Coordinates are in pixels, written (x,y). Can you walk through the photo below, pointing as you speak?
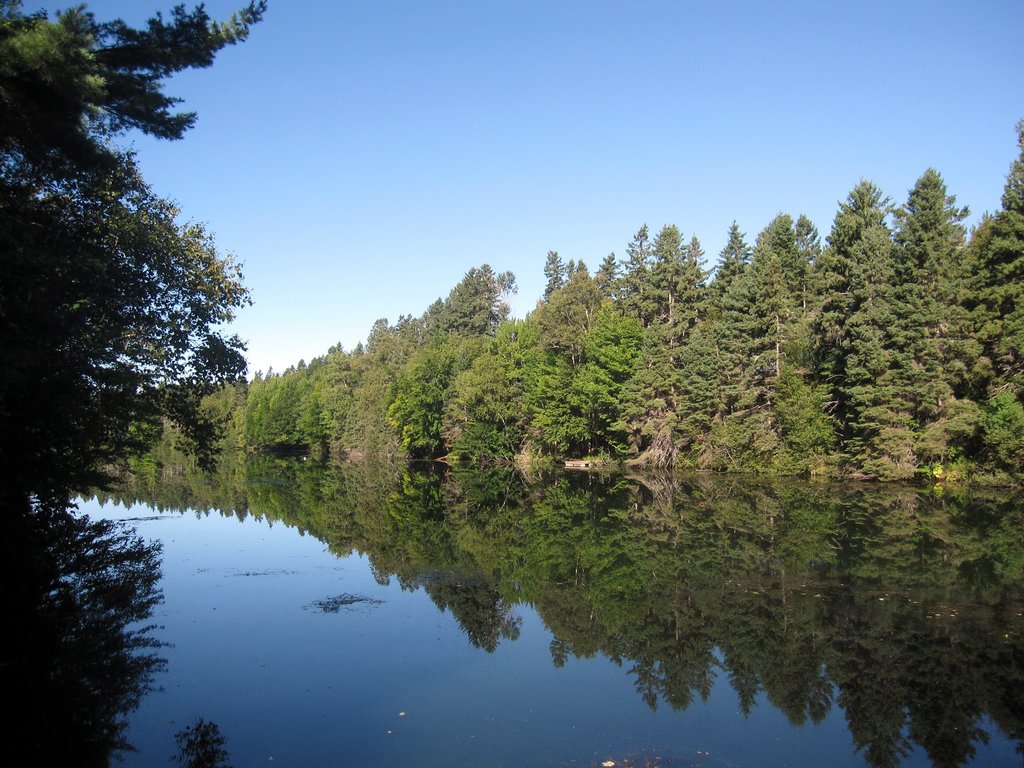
In the image we can see water (584,534), trees (607,450) and the sky (358,175). In the water (553,534) we can see the reflection (578,564) of the trees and the sky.
